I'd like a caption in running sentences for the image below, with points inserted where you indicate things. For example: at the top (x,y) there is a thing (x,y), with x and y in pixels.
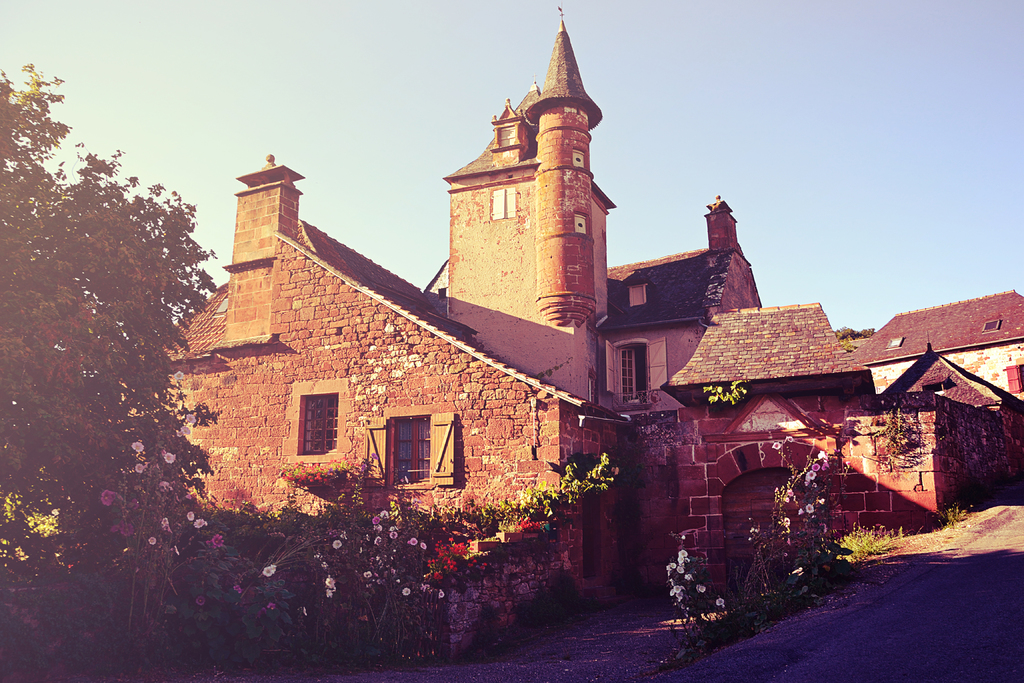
In this image in the center (416,374) there is one house (453,364) and in the foreground (100,245) there are some plants (299,476) and flowers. On the right side (923,596) there is a walkway (919,563), on the top of the image (520,88) there is sky (328,93).
